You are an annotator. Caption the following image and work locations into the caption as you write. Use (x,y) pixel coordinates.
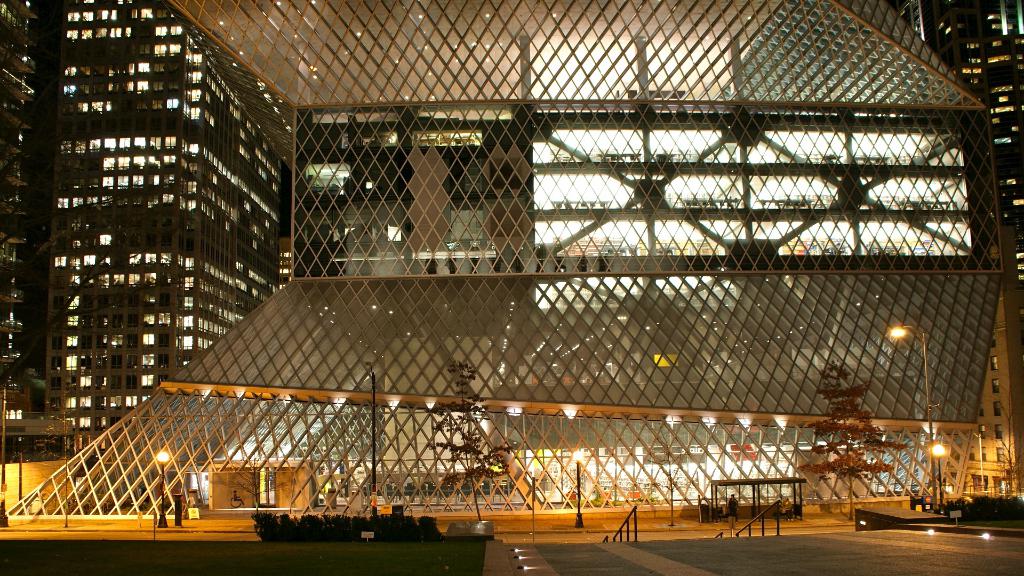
In this picture I can see there is a street (518,524) and there are plants (441,424) and few people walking here and there are few buildings (788,463) in the backdrop (404,504) with glass windows (188,303) and there are lights (191,263) visible from the windows (368,189).
